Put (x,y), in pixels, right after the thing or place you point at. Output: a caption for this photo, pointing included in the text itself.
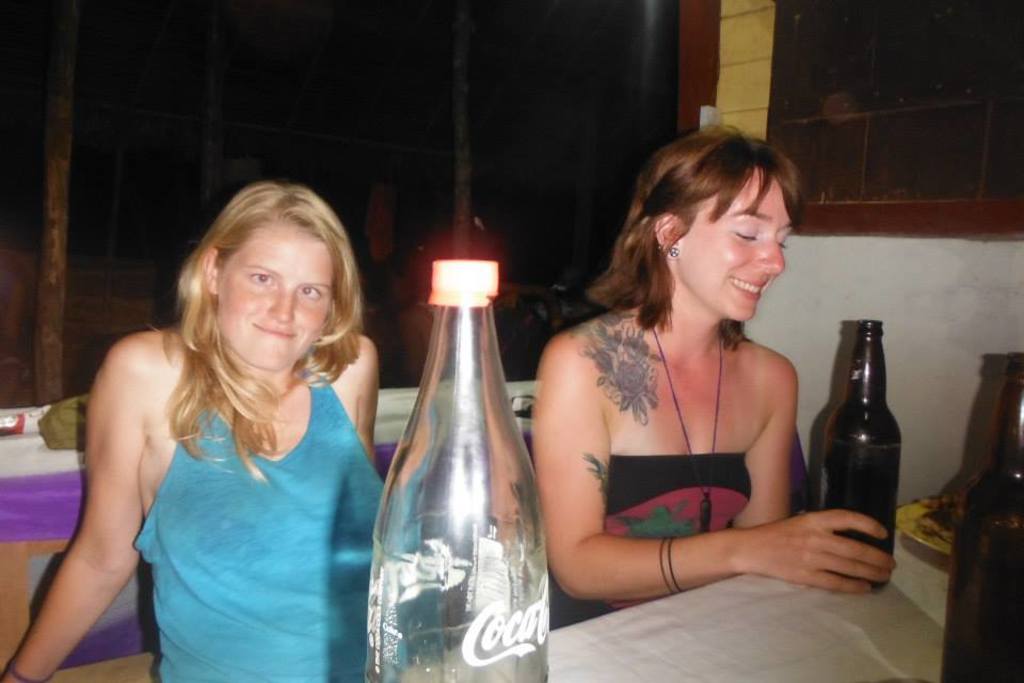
In this picture a woman (330,523) is sitting on a chair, and beside her there is another woman (648,382), she is smiling and catching a beer bottle (830,467) in her hand (856,551). here it is a table (781,634) with a white cloth (869,614), and containing a plate (936,534) on it. and at back (75,44) side there is a stick (67,64), and beside her there is a wall (905,286).
